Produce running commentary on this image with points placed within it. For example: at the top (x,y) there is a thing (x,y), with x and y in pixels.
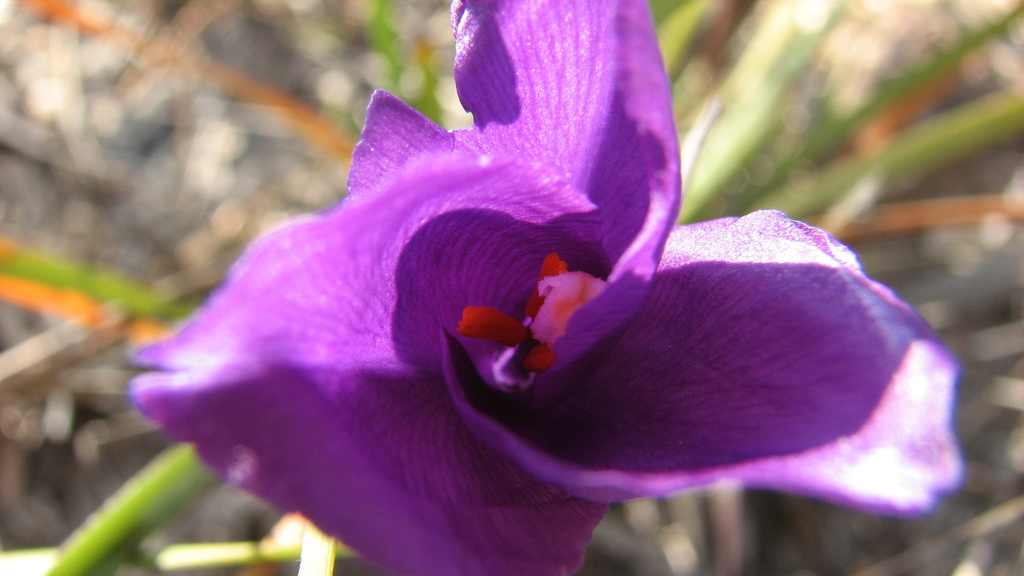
In this image we can see a purple color flower (532,289) and the background (91,127) is blurred.
